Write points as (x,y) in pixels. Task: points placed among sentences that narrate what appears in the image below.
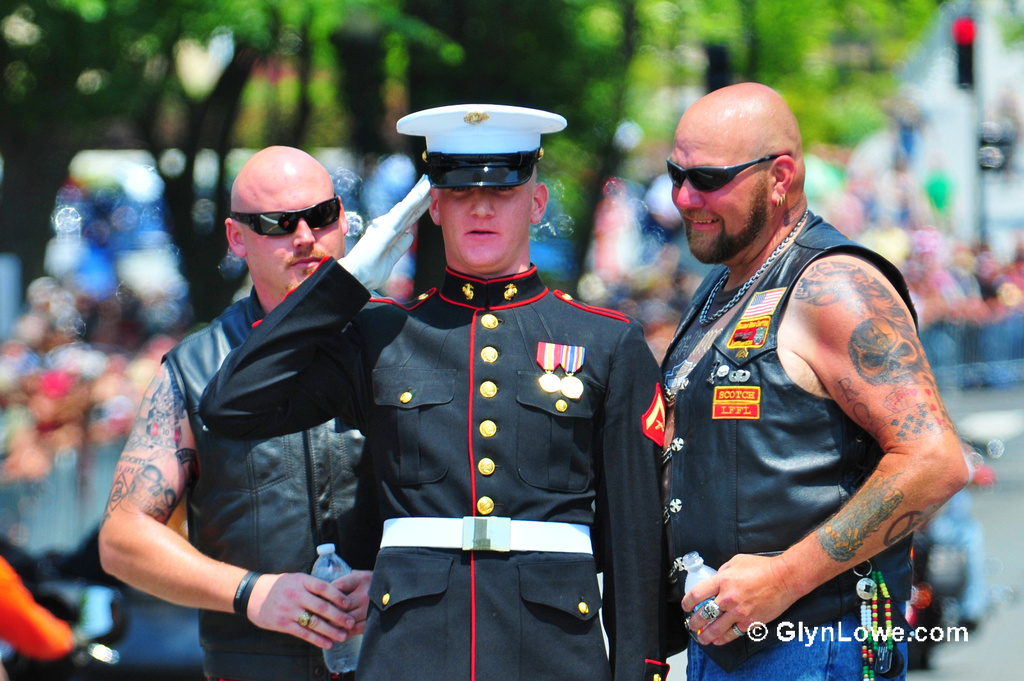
In this picture there is a marine (513,376), beside him there are two bald man (717,213) who is wearing a goggles (706,184), jacket (746,460), trouser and holding the water bottle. In the back (955,82) I can see the blur image. In the background (682,224) I can see the trees (589,163), plants (549,144), people (106,260) and traffic signal (710,72). In the bottom right corner (751,635) there is a watermark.
